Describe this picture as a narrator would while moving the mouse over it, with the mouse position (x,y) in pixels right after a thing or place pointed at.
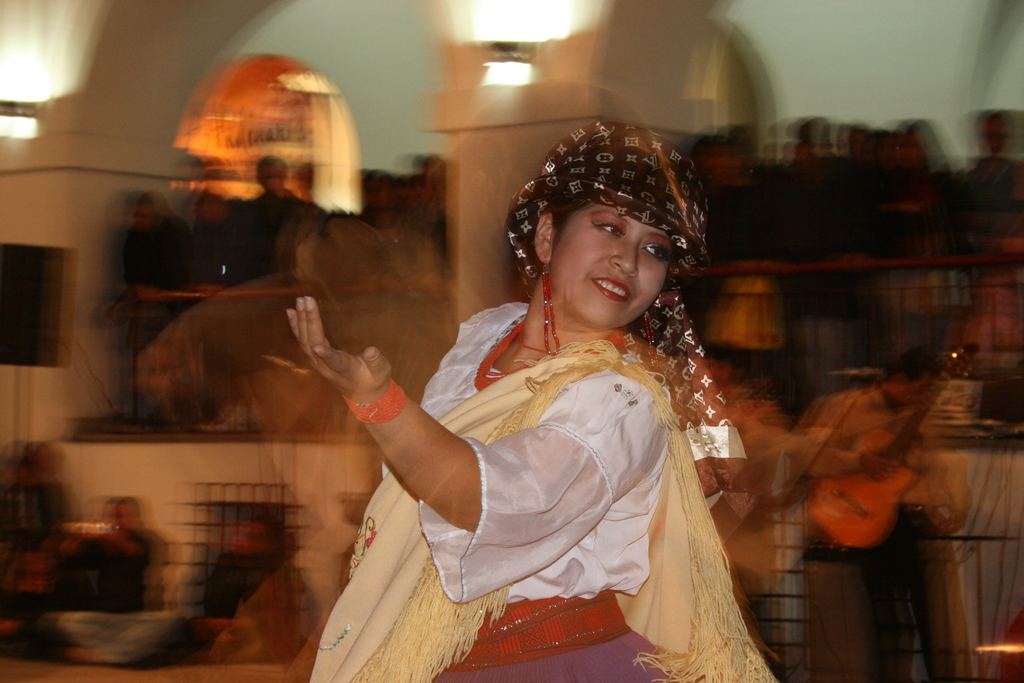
In this image we can see a lady (561,474) with a costume (584,360). She is dancing. In the background (198,299) it is blur. And we can see many people (714,195). Also there is a person (878,442) playing a guitar (867,511) on the right side (899,451). And there are lights (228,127).
